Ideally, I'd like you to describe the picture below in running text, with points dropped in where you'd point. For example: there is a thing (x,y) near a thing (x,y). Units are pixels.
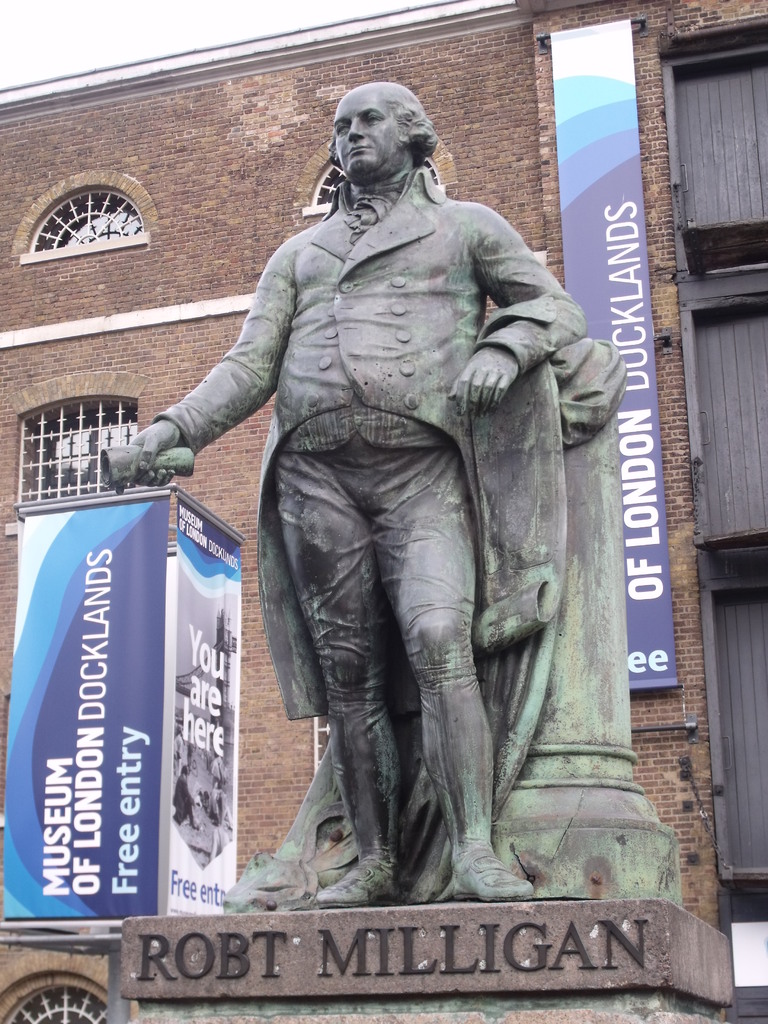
This is sculpture (396,511), this is building (167,320) with the windows (83,414), these are banners (143,683).
